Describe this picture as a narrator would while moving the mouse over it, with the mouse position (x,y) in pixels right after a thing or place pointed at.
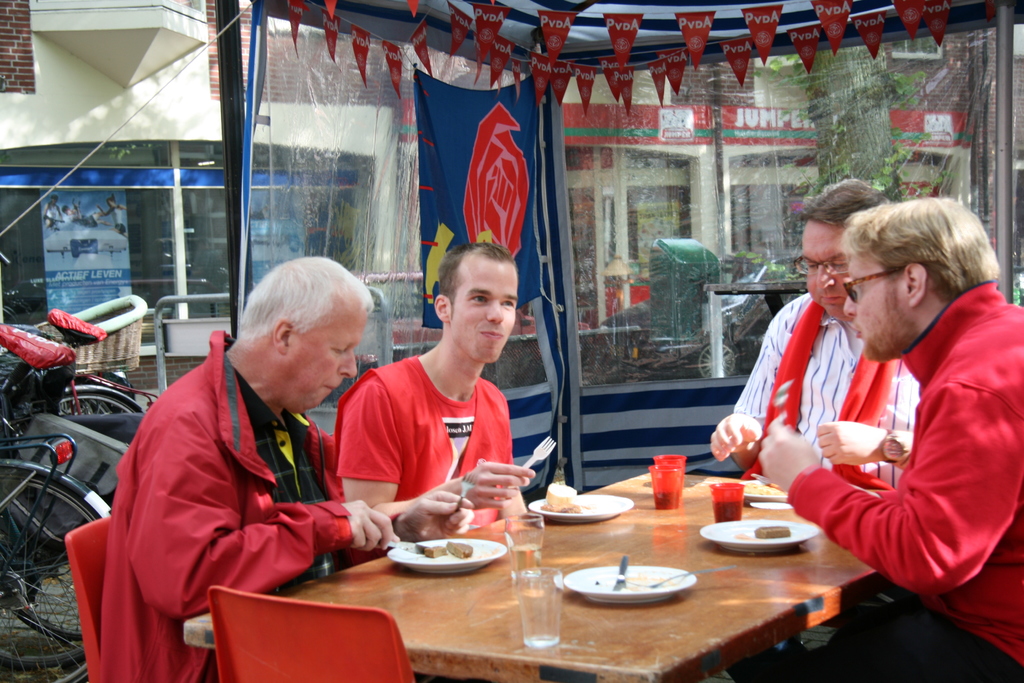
There are four members (851,404) who are men (903,479) sitting around the table (473,595) in the chairs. On the table (430,573) there are food items (425,553) and glasses (528,638). In the background (66,443) there are bicycles (46,374) and some buildings (109,189). There is a trash bin (658,272) and some tree (855,118) here.
